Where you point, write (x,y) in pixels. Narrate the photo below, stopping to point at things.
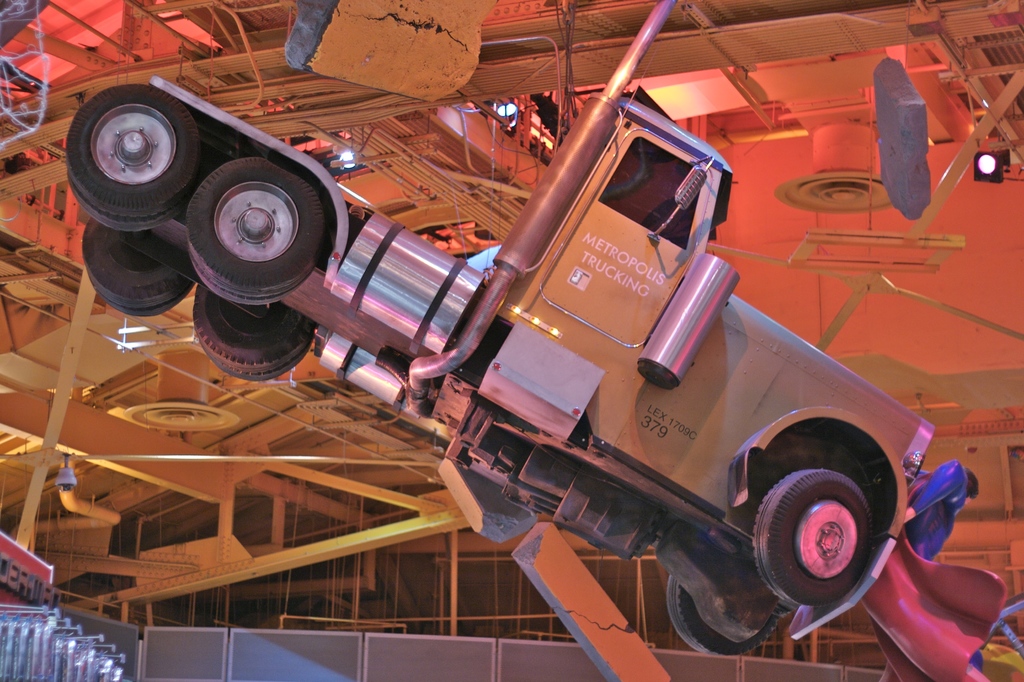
In this picture we can observe a vehicle (531,233). We can observe some rods (101,417) to the ceiling (150,350). We can observe grey color wall (222,646) here.
